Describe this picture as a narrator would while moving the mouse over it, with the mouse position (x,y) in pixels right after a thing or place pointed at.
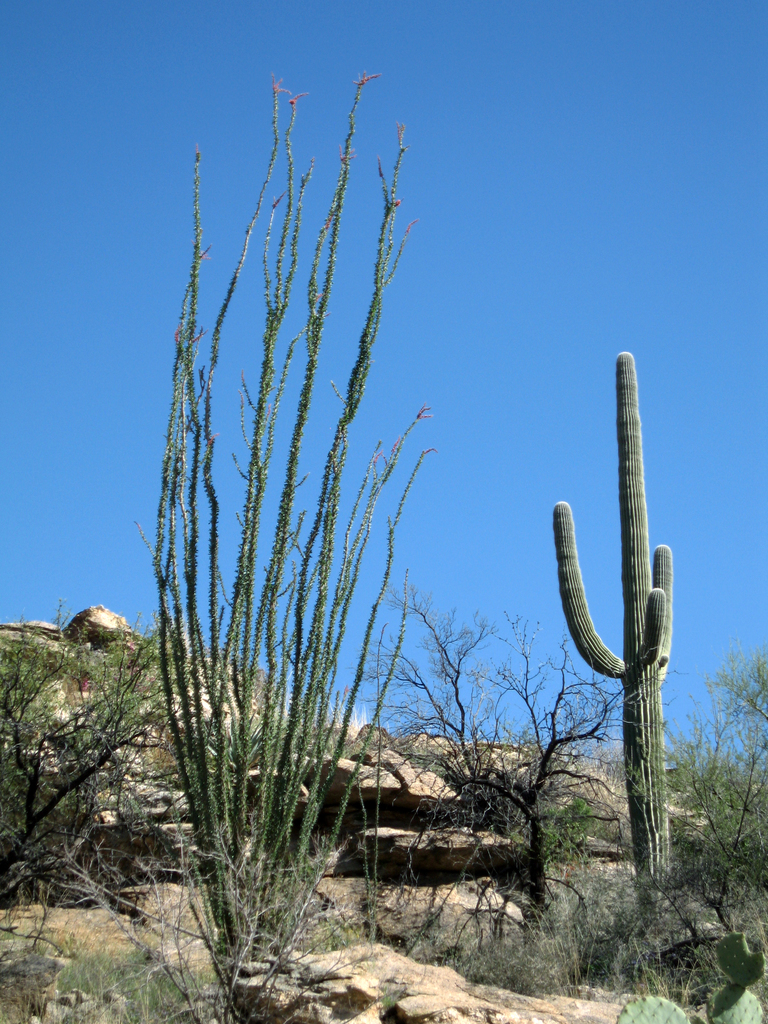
In this image I can see few trees (30,805), stones (378,973) and I can see the sky (435,445) in background (496,337).
